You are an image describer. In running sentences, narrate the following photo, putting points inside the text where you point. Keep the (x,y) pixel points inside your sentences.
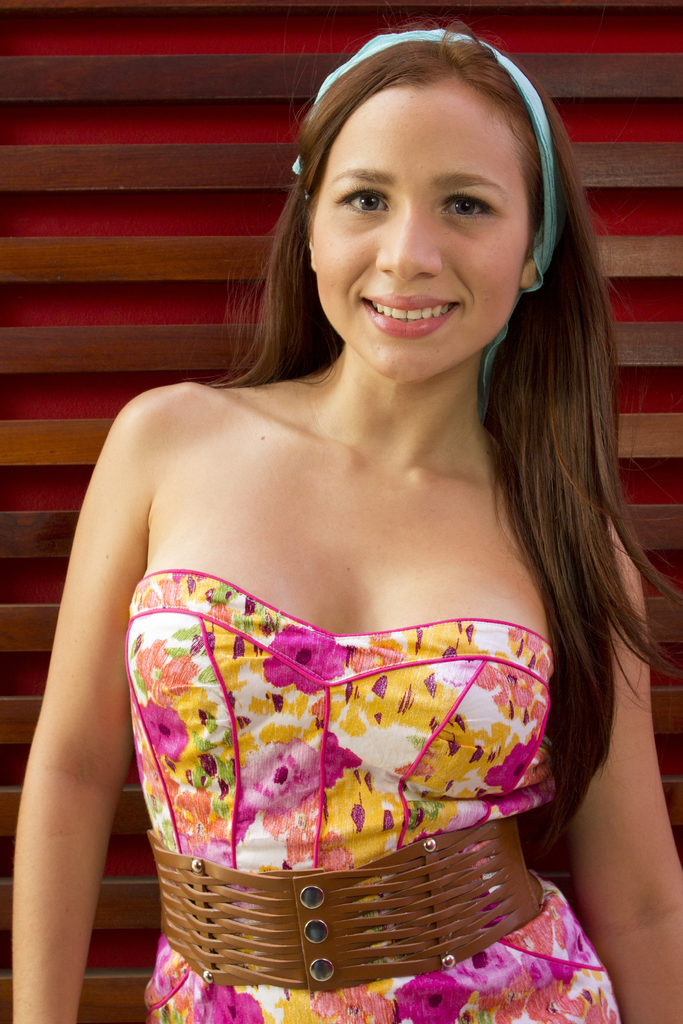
In this image there is a woman (159,452) standing and smiling, and in the background (280,178) there is a wall (145,301).
